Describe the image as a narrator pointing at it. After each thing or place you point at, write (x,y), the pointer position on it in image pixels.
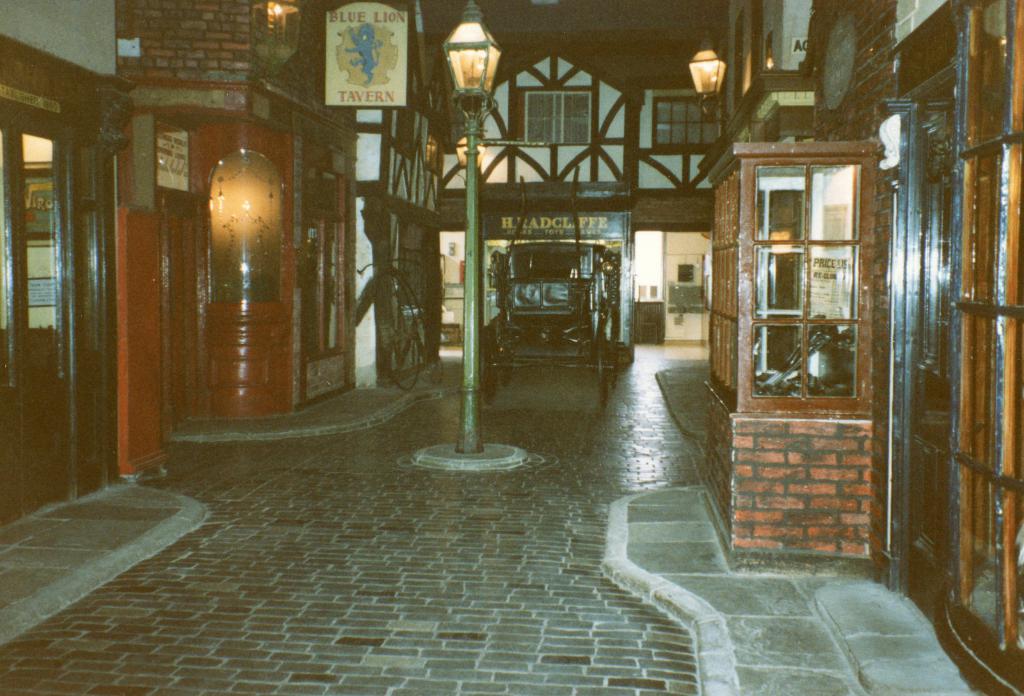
In this picture we can see a pole (467,159) with a light (488,65). Behind the pole (473,360), it looks like a vehicle (535,306). On the left (191,188) and right side of the pole (473,272) there are buildings (705,198) with lights (703,68) and a board (361,55).
